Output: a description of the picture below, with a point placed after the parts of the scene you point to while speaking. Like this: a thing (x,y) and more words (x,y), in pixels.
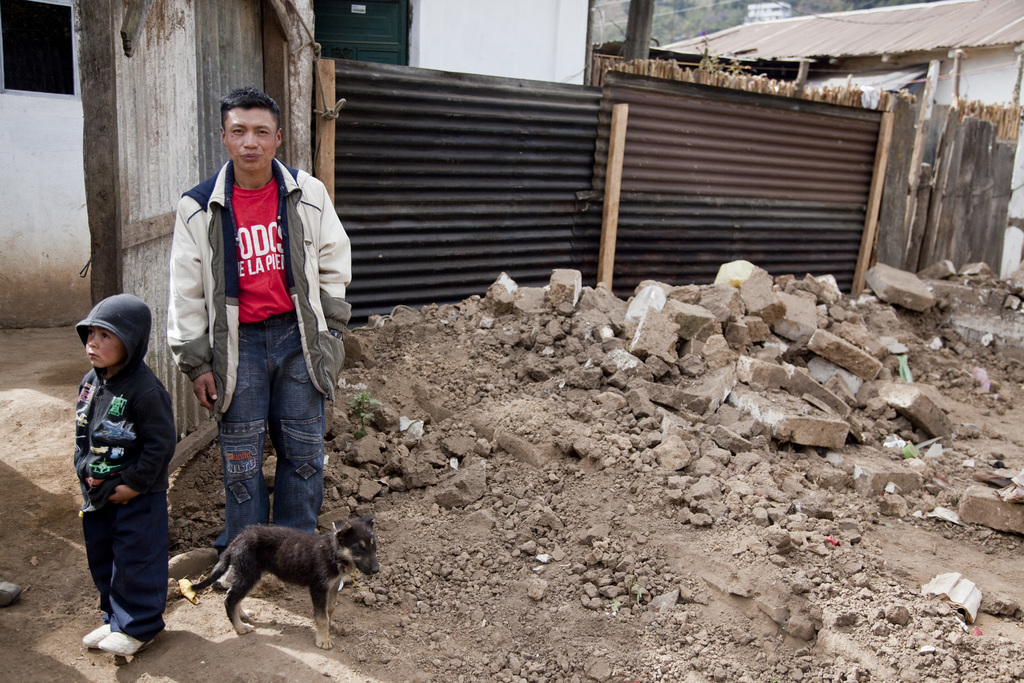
On the left side of the image (100,325) we can see man (238,198) and kid (93,457) standing on the ground (343,642). At the bottom of the image (221,573) we can see dog (258,568). In the center of the image (497,378) we can see stones (546,383). In the background (720,16) we can see fencing (985,145), houses (554,53) and trees (695,22).
